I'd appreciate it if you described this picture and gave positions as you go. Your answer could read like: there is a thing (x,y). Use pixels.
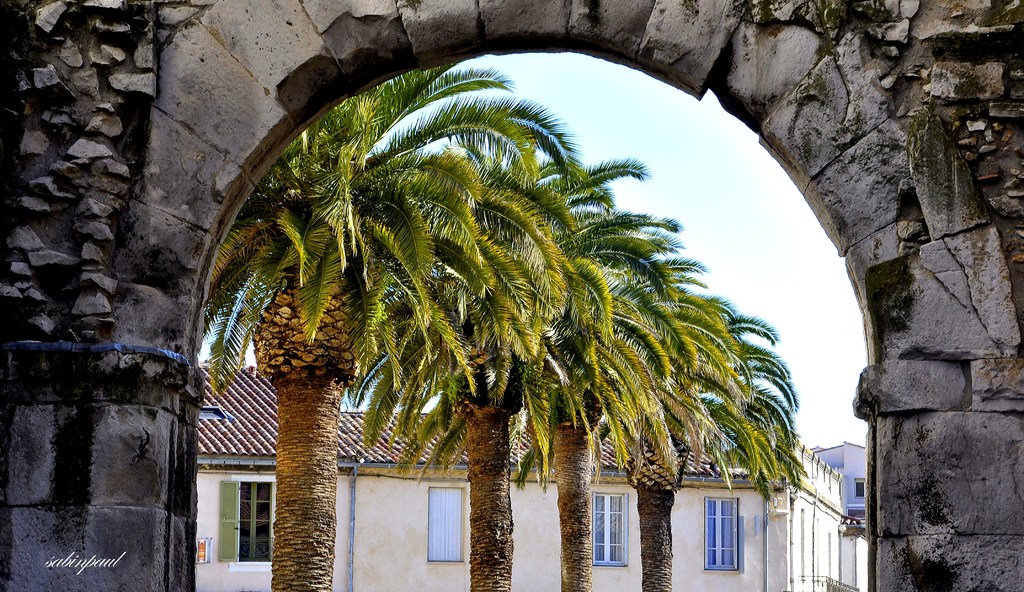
In this image we can see the stone arch (63,32), trees (328,519), houses (785,490) and the sky (746,290) in the background (672,219). Here we can see the watermark (70,553) on the bottom left side of the image (104,564).
